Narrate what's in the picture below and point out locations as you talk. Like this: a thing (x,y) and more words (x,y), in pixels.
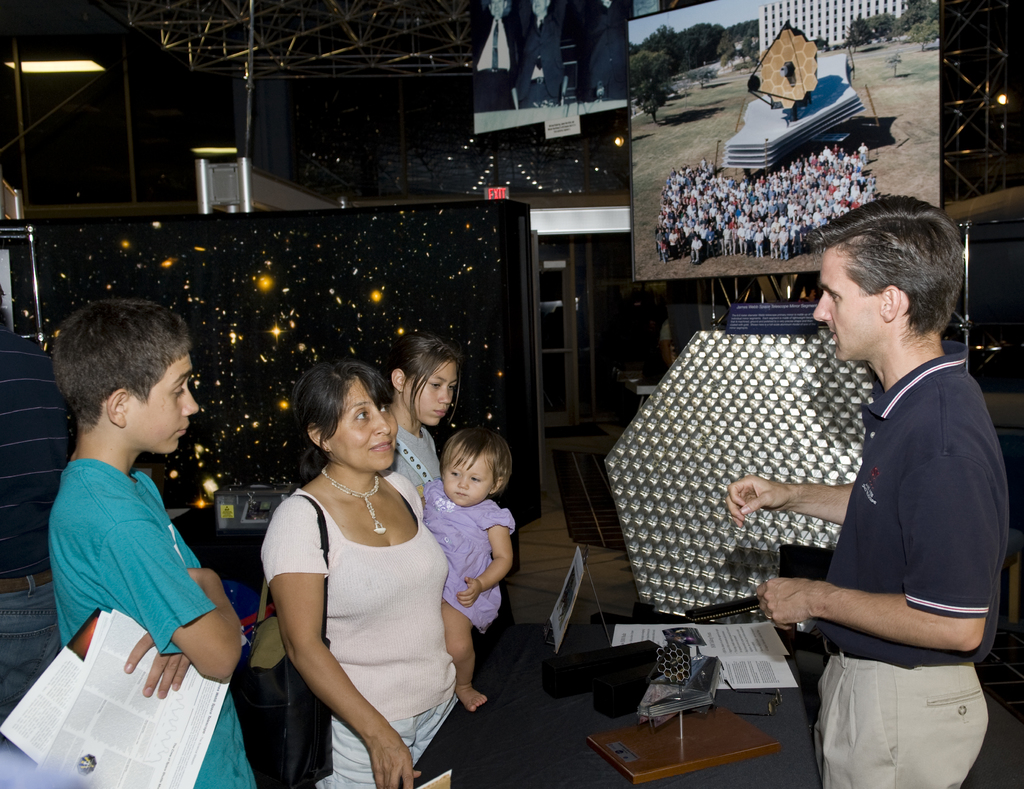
In this image, we can see a few people (431,588). We can see a table (743,698) with some objects (757,661) like papers (770,673). We can also see some boards (650,78) with images (650,78). We can see the sky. We can see the rods (958,54) on the top (275,44). We can see some lights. We can see some poles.
